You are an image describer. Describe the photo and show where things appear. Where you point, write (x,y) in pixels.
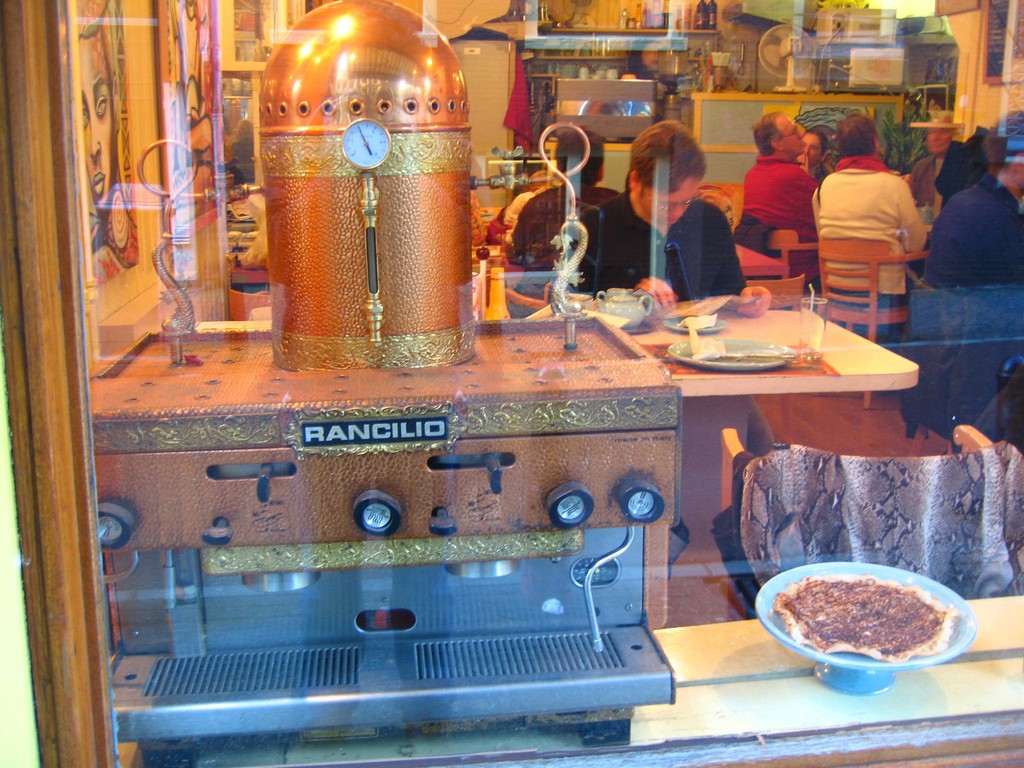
In this image we can see a machine (626,618) and a bowl (868,667) with food (861,651) which are placed on the surface (688,699). On the backside (632,192) we can see a group of people (659,172) sitting on the chairs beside a table (703,390) containing some plates (677,321), glass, saucer (628,328) and a teapot (630,312). In that a person (661,298) is holding a paper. We can also see a table fan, refrigerator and a towel (527,138) on it, photo frames (127,242) to a wall (141,262) and an oven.
